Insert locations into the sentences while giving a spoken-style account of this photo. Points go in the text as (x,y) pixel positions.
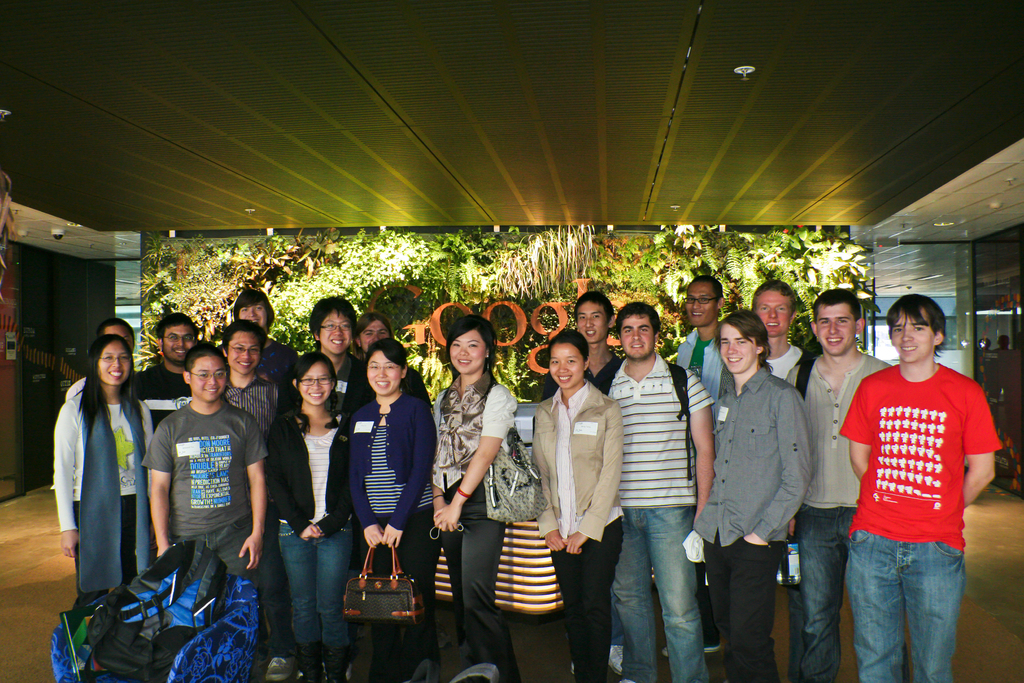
In this image we can see persons (333,435) standing on the floor (981,614) and smiling. In the background (325,247) we can see name board (566,317), plants (358,271) and electric lights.
